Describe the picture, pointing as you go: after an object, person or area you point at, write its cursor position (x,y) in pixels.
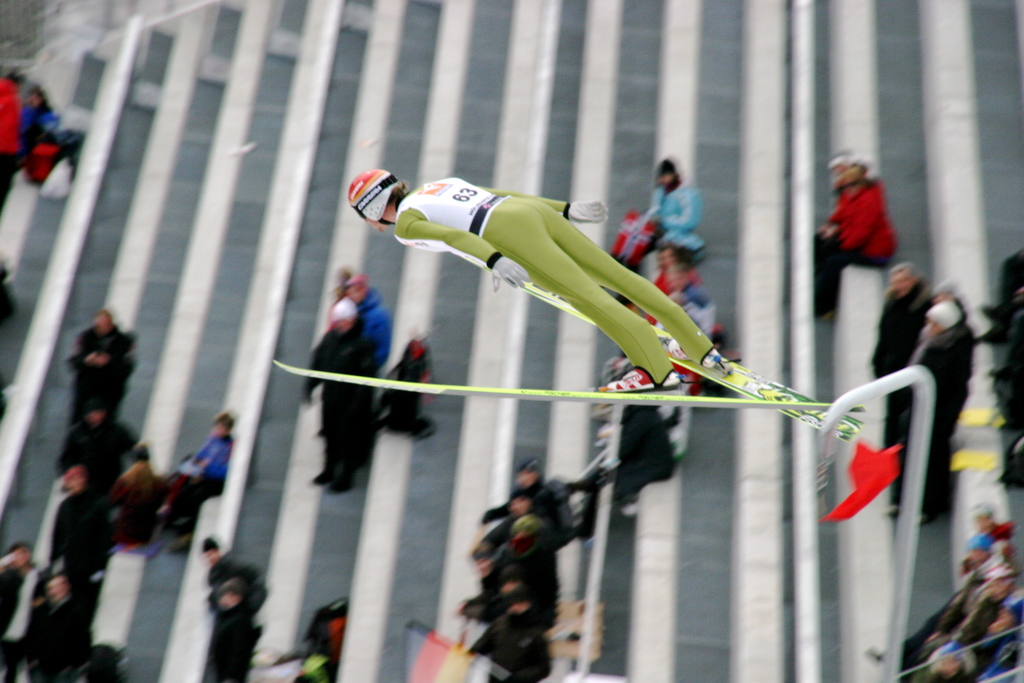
In the middle of the image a man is doing jumping. Behind him few people (1016,290) are standing and sitting.
